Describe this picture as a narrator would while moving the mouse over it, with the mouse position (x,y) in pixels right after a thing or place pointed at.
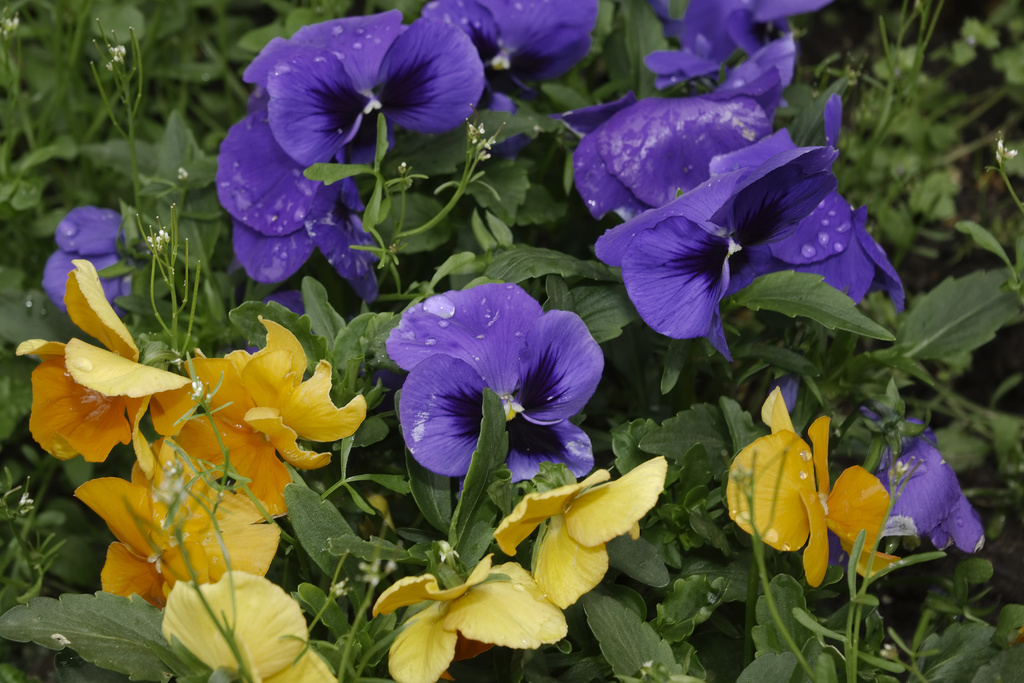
This image consists of a plant (596,515) which has leaves (712,450). There are flowers (715,329) which are in violet and yellow color.
